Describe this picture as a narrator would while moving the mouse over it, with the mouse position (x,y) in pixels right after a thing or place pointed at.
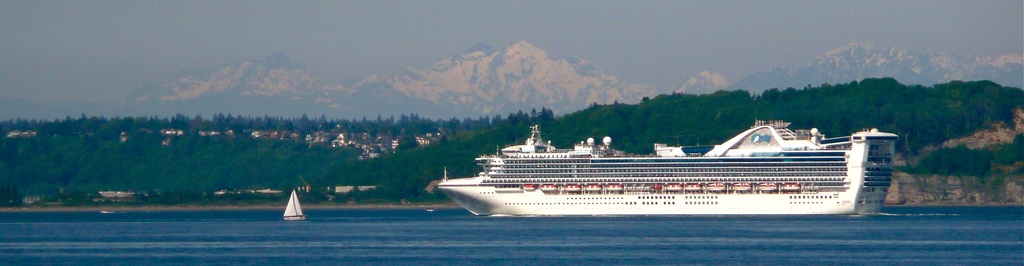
In this image we can see a boat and a ship (704,201) in the sea (958,239), in the background (168,158), we can see some houses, trees (347,153) and mountains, we can also see the sky (634,33).
